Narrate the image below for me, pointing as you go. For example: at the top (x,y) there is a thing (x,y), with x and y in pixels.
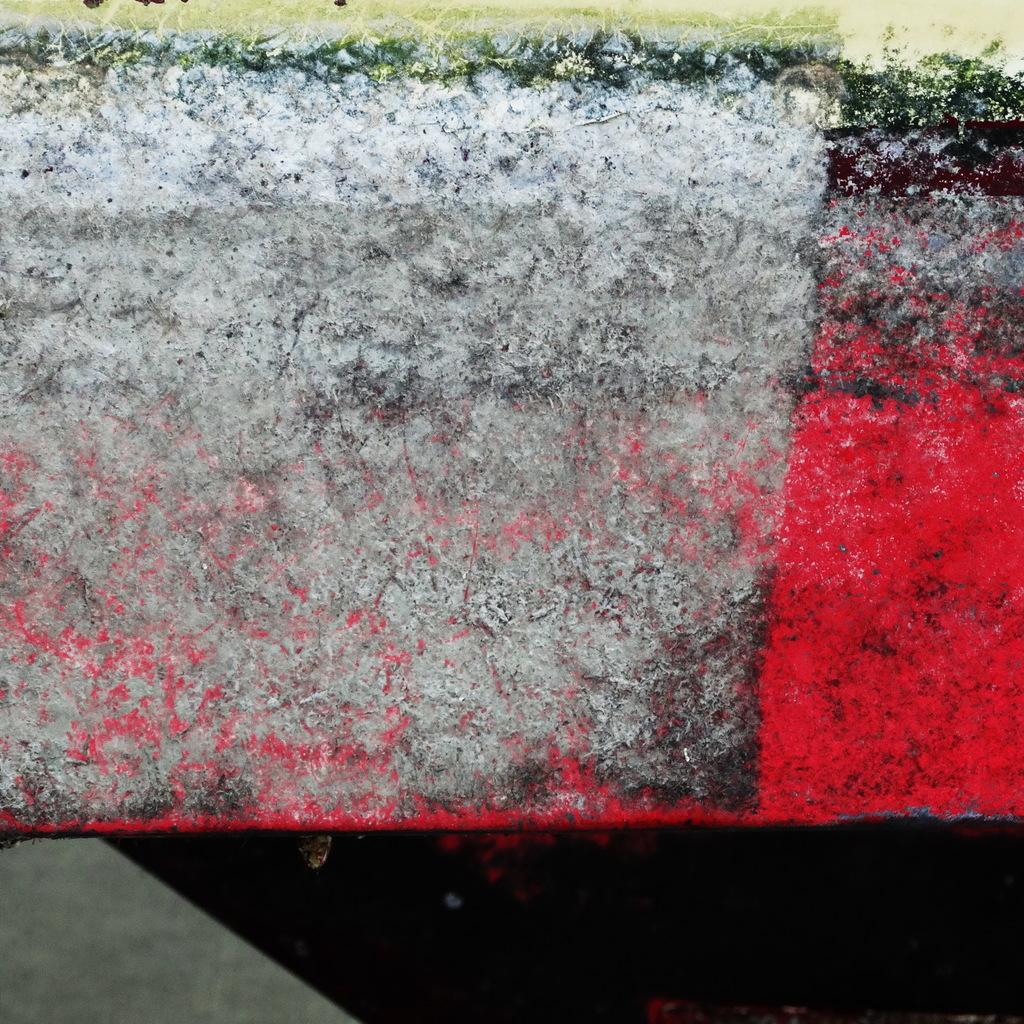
We can see colorful wall (539,395) and above the wall (499,296) we can see grass (755,42).
